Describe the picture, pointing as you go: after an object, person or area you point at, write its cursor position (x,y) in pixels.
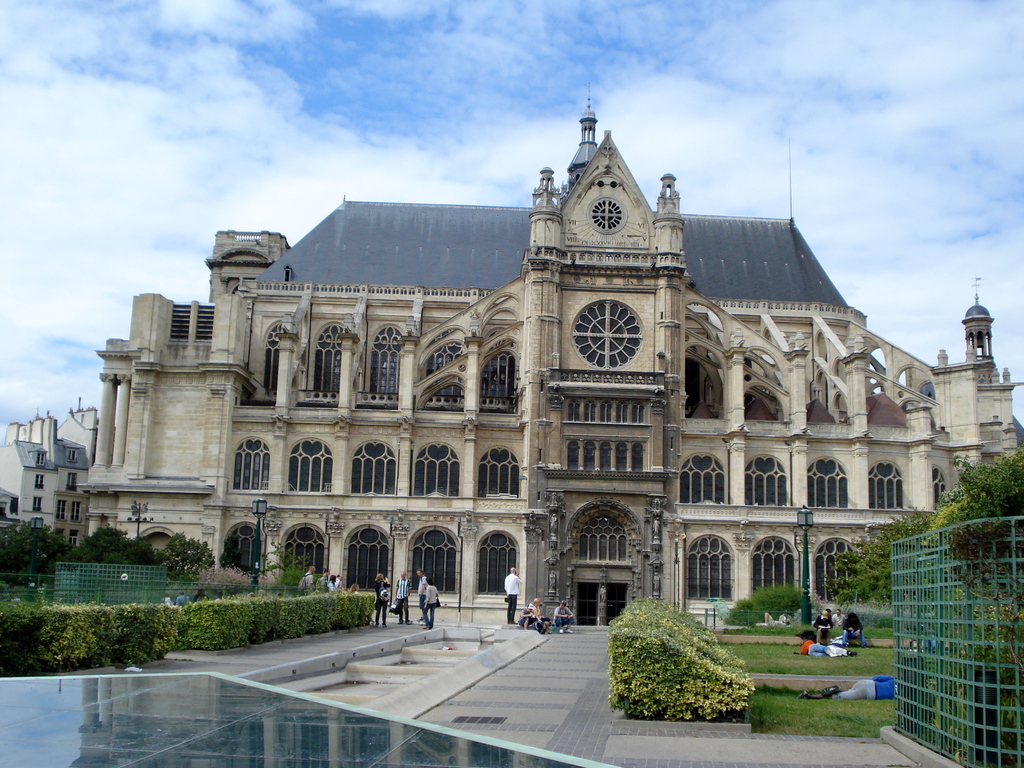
In this picture we can see buildings (638,513) in the background (527,488), on the right side (948,676) and left side (147,595) there are grilles (101,573), we can see bushes (656,638), grass (796,672), some trees (850,553), a pole (37,544), a light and few persons (313,582) in the middle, there is the sky (581,51) at the top of the picture (626,51).
